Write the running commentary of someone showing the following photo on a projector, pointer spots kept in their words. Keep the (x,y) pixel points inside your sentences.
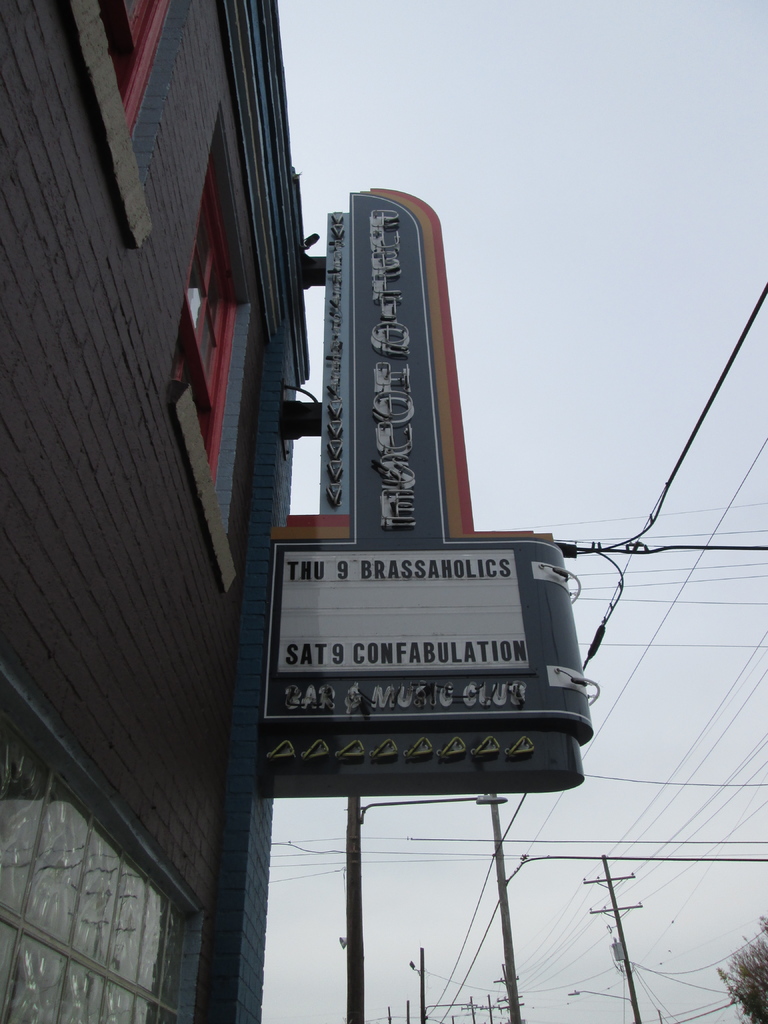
In this image I can see a building (149,742) which is black and red in color and a huge board (335,629) to the building (168,236). I can see few electric poles (360,819), few wires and a tree (753,1007). In the background (662,619) I can see the sky (548,233).
